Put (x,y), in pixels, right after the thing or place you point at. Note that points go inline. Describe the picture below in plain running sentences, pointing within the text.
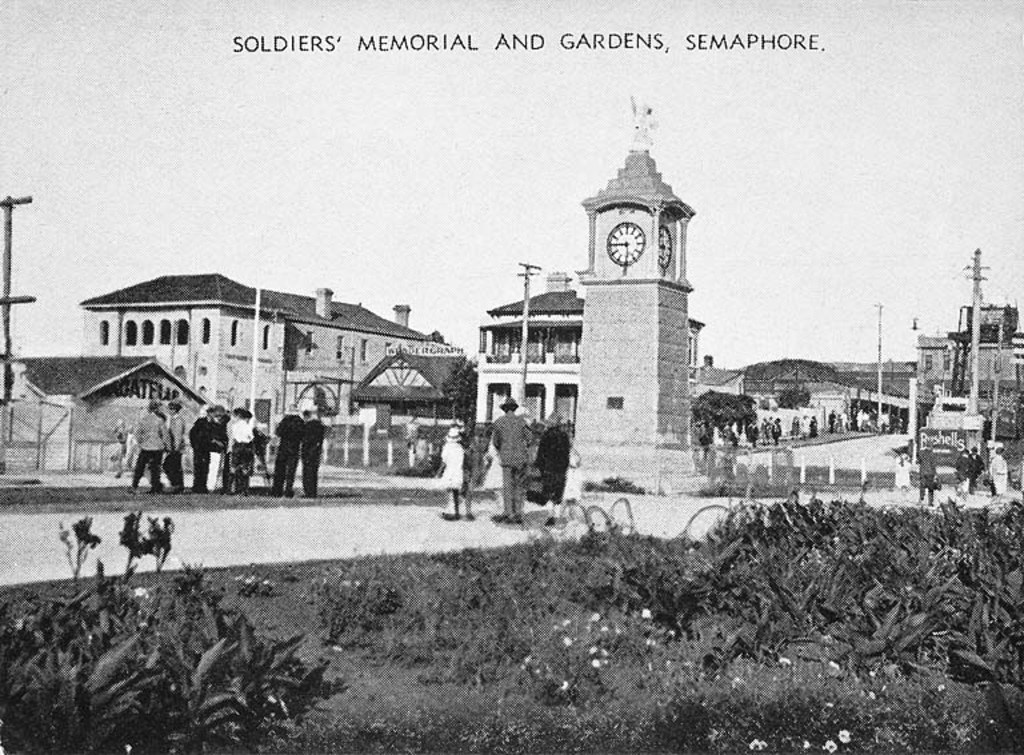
This is a black and white image. In this image we can see buildings (197,360), electric poles (882,306), trees (459,407), clock tower (620,425), barrier poles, people (204,473) standing on the road (407,514), bushes (660,573), shrubs (590,692) and ground (360,705). In the background (486,108) we can see sky (837,244).
